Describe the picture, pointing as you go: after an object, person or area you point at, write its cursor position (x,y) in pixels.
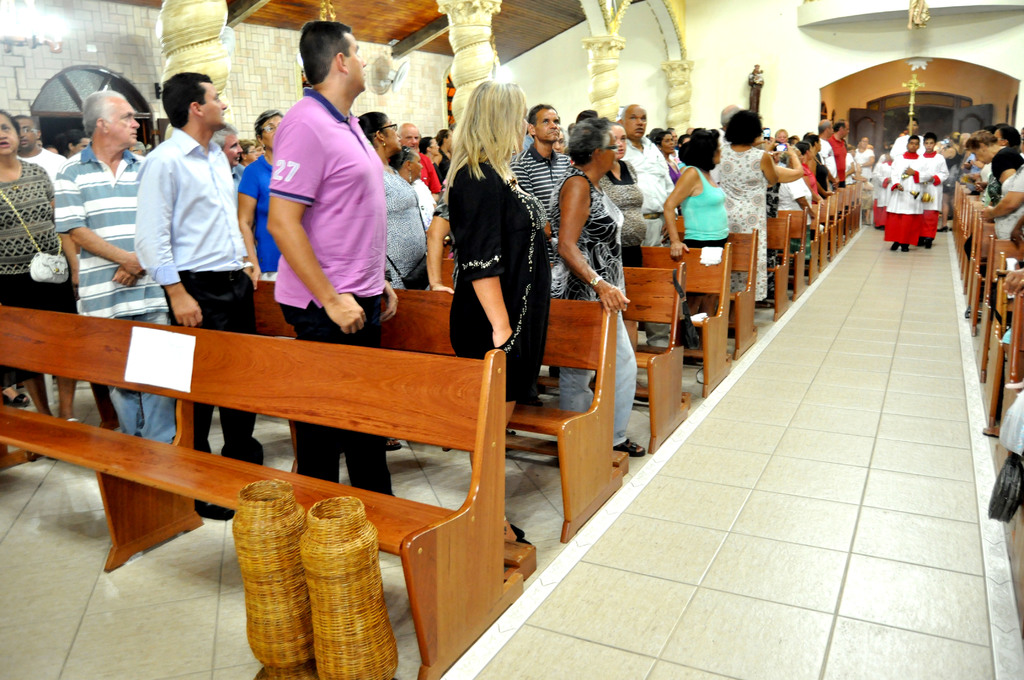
In a church (528,641), people (333,206) are standing in their places and in between there is a path (894,377) and the priests (911,167) are walking on the path (716,614) and there are some pillars (486,21) and walls (639,26) around the church (242,76).
